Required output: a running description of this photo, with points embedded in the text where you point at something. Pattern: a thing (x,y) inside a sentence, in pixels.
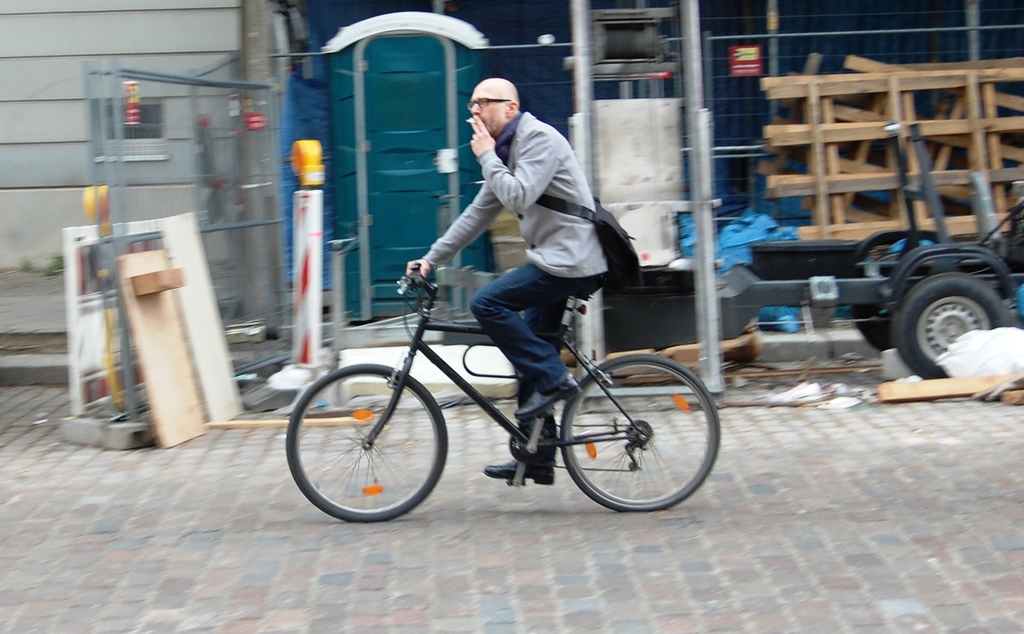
In this Image I see a man (542,304) who is on the cycle (645,425) and he is wearing a bag (597,214). In the background (643,212) I see the building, a vehicle (969,294) and few things (738,246) over here.
